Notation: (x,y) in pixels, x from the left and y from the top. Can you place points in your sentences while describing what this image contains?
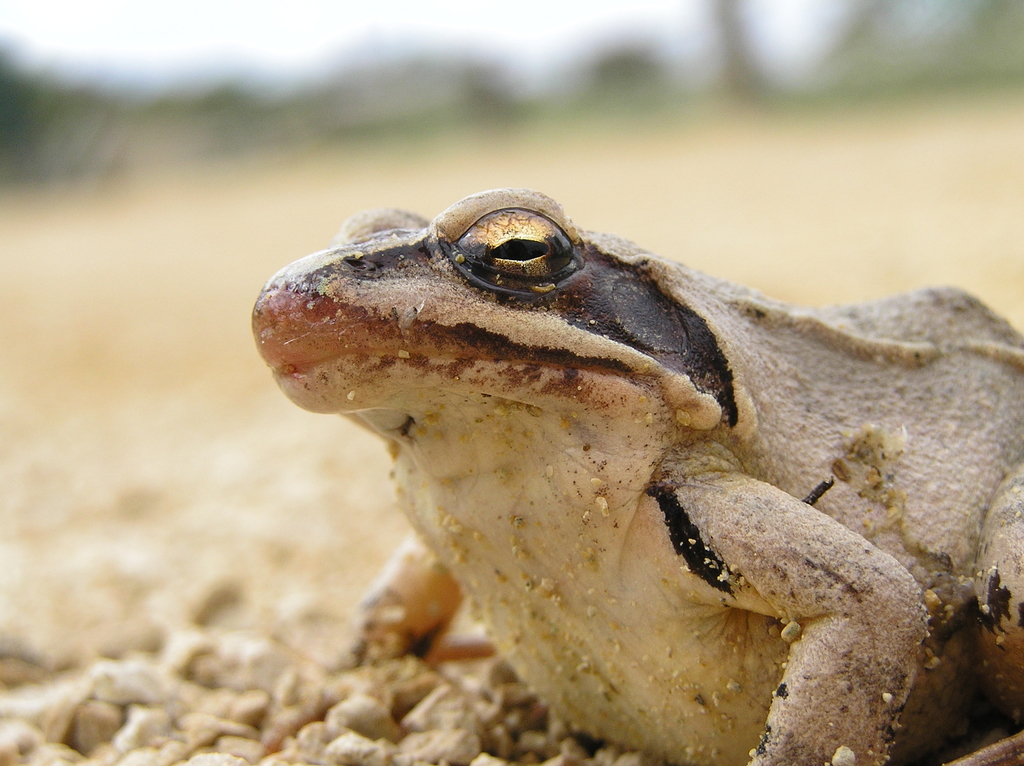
In this image I can see a frog (410,587) which is in brown and cream color and the frog (788,476) is on the stones (500,739) and I can see blurred background (66,21).
